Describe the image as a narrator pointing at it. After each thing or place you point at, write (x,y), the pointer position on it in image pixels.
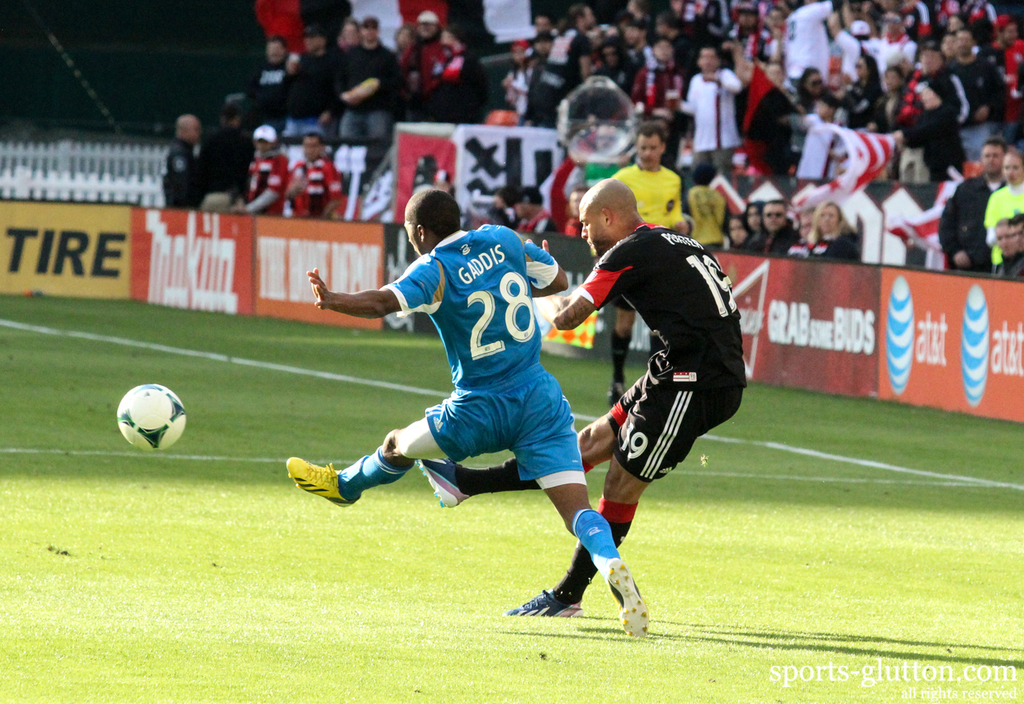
In this image I can see two persons (360,292) playing game. In front (663,294) the person (515,330) is wearing blue color jersey (524,370) and the ball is in white color and the other person (601,289) is wearing black color jersey (726,278). Background (835,228) I can see few boards (813,282) attached to the poles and I can see few persons (554,36) some are sitting and some are standing.
